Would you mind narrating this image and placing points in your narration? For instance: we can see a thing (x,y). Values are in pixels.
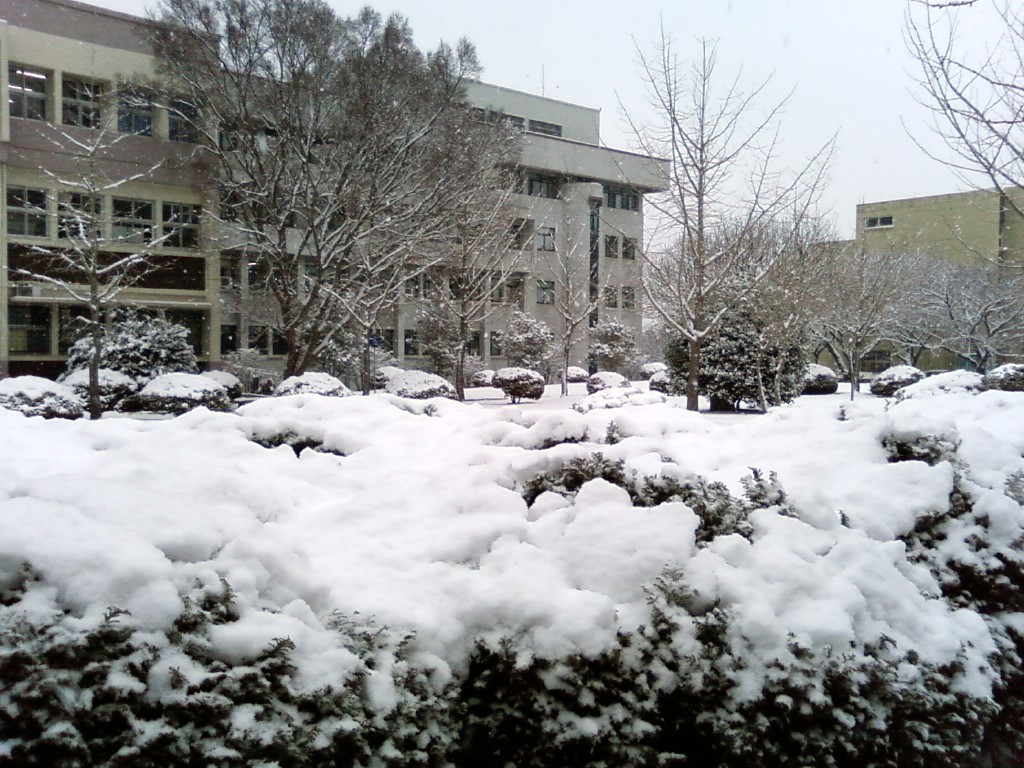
In the center of the image (577,277) there are buildings (534,262) and trees (360,225). At the bottom (332,519) there is snow (445,500). In the background (637,68) there is sky (783,70).
